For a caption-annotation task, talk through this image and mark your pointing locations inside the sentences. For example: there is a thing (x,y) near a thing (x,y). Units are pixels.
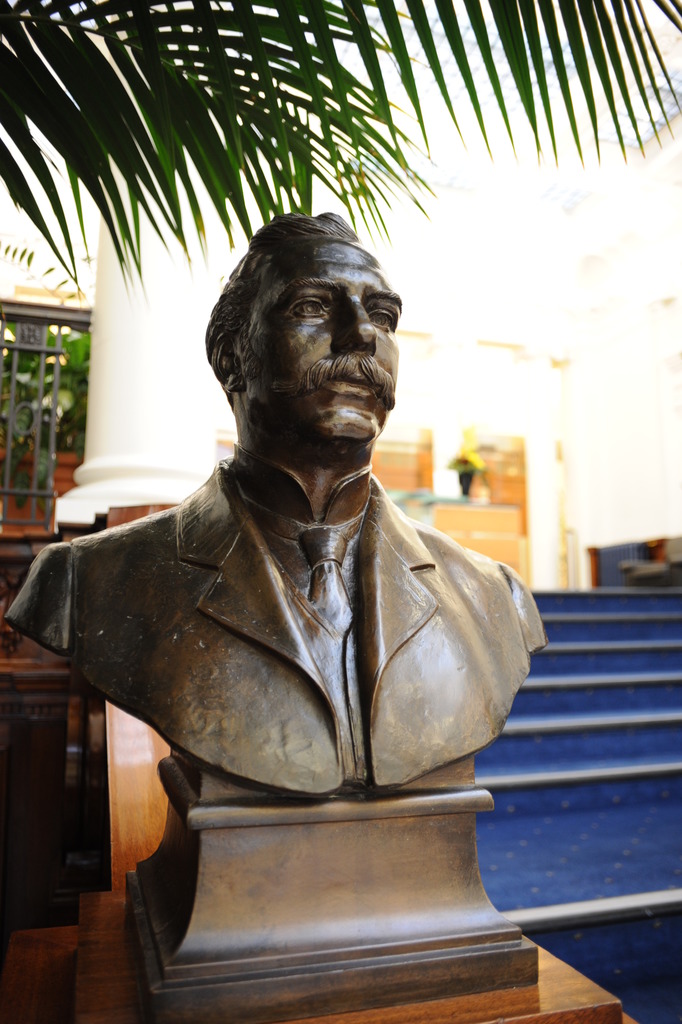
In the center of the image (300,350) there is a statue (300,350). In the background of the image (472,329) there is a wall (437,320). There is a pillar (163,374). There are staircase (555,684) to the right side of the image (593,670). At the top of the image (243,136) there are leaves (43,119).
